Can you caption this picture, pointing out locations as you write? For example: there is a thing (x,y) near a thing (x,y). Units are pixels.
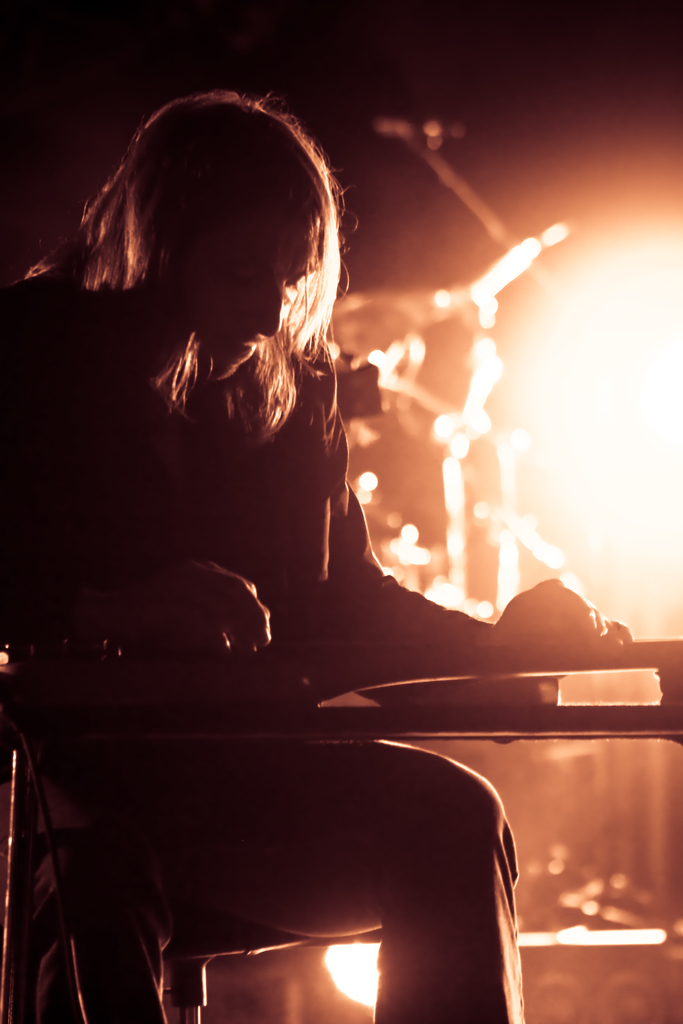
There is a person (247,301) sitting in the foreground (337,385), it seems like a piano (548,685) in front of him, there is light (559,336), it seems like a drum set (405,412) in the background (391,385).
